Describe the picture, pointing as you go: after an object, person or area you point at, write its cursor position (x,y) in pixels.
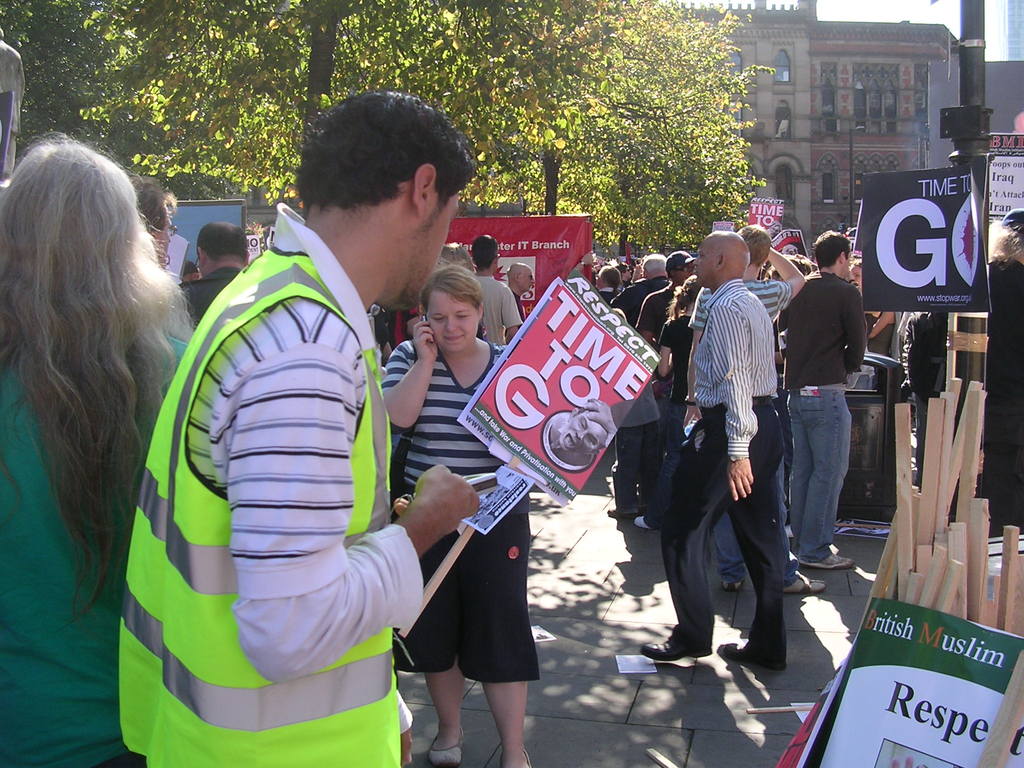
In this image there are trees (573,97) towards the top of the image (218,42), there are buildings (845,104), there is a pole (962,82) towards the right of the image (975,112), there are boards (917,203) towards the right of the image (942,206), there is text (890,230) on the boards (955,197), there are wooden objects (938,487) towards the right of the image (906,447), there are a group of persons (614,288), they are holding an object (528,452), there is ground (695,703) towards the bottom of the image (696,706), there are objects (628,655) on the ground (551,589).
